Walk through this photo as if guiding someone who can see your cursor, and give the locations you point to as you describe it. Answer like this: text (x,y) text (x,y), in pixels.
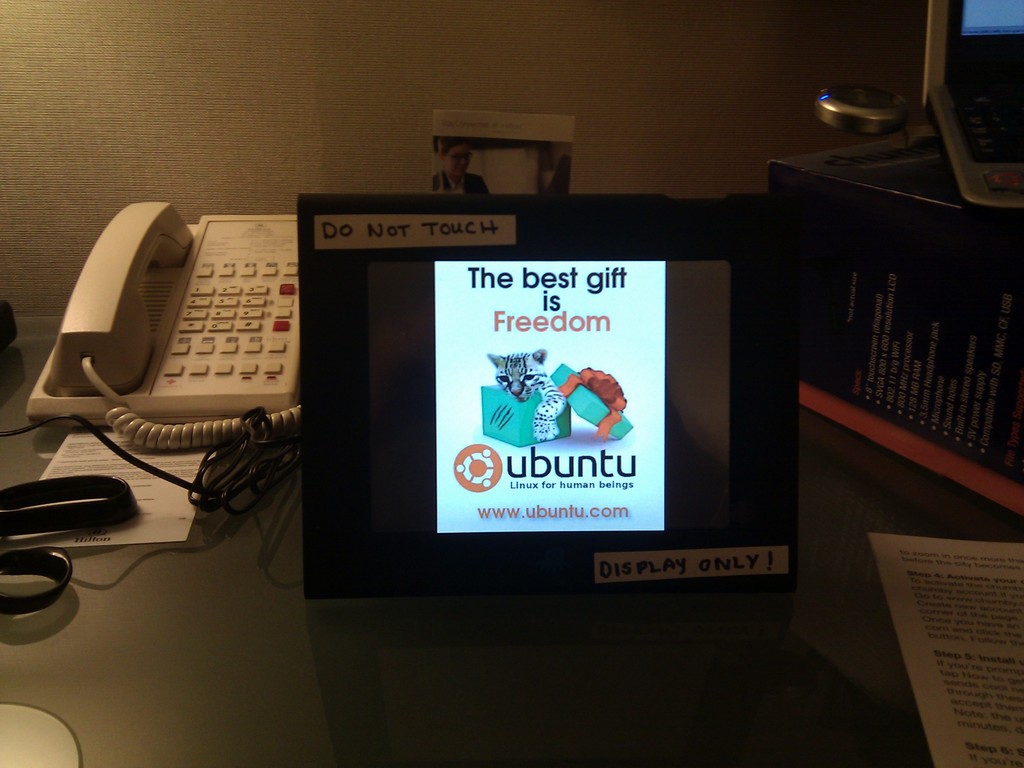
In the image we can see this is a display (518,339), paper (943,665), cable wire (263,455), scissor (78,504), telephone (138,397), poster (491,139) and other device (948,102), this is a box (898,350).
